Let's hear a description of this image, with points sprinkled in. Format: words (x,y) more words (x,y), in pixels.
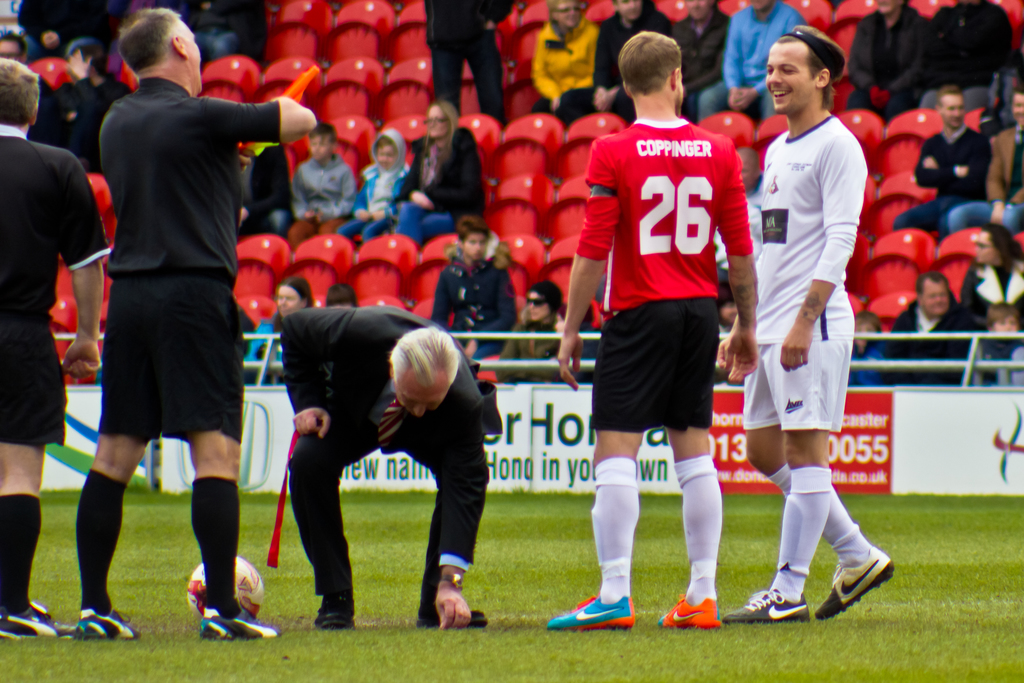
In the center of the image (681,298) there are people (6,206) standing in grass (452,631). In the background of the image (433,211) there are people (461,235) sitting in chairs (302,258). There is a ball (248,567).
